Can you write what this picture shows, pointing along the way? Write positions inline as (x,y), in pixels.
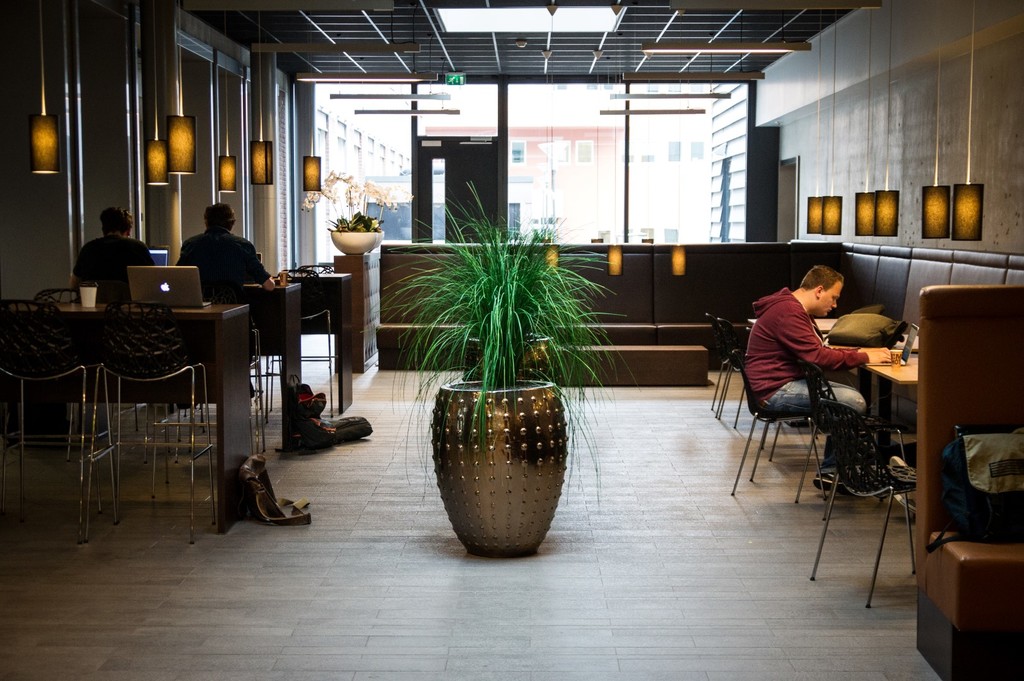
In this image I can see a flower pot (502,354). To the right (794,347) one person (782,352) is sitting in front of the table (916,363). On the table (888,373) there is a laptop (903,359) and the bag (854,324). To the left (241,247) there are two people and the bags (261,500) on the floor (221,578). In the background (401,188) there is a window (516,228) and the lights (940,227).
